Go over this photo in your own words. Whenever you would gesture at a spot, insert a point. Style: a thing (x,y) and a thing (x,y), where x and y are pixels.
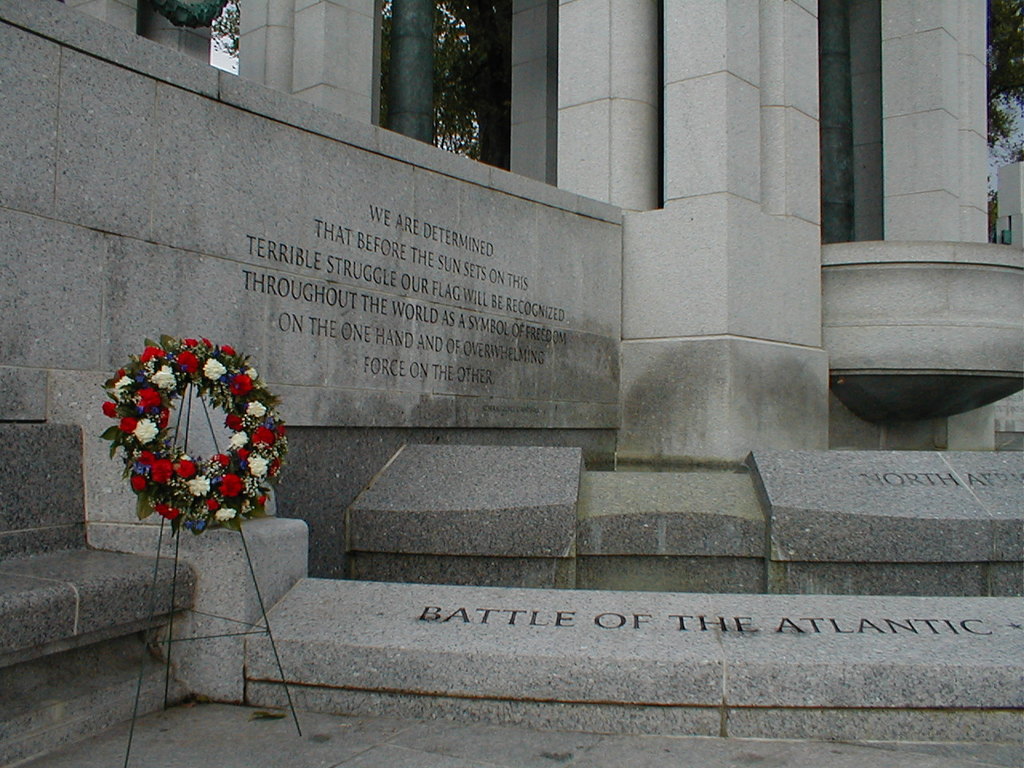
In this image I can see a building (402,353), garland (260,511) on a stand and a text (480,344). At the top (460,81) I can see trees (471,134). This image is taken may be during a day.
